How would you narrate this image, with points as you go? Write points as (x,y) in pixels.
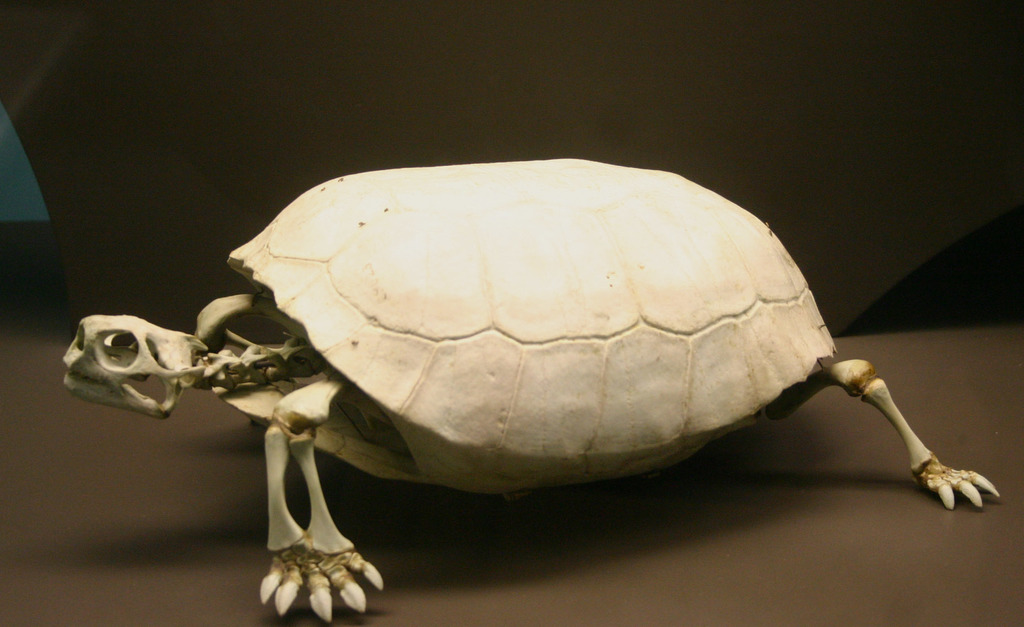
In the foreground of this image (470,349), there is a skeleton (496,373) of a tortoise (569,337) on the brown color floor (857,574).
